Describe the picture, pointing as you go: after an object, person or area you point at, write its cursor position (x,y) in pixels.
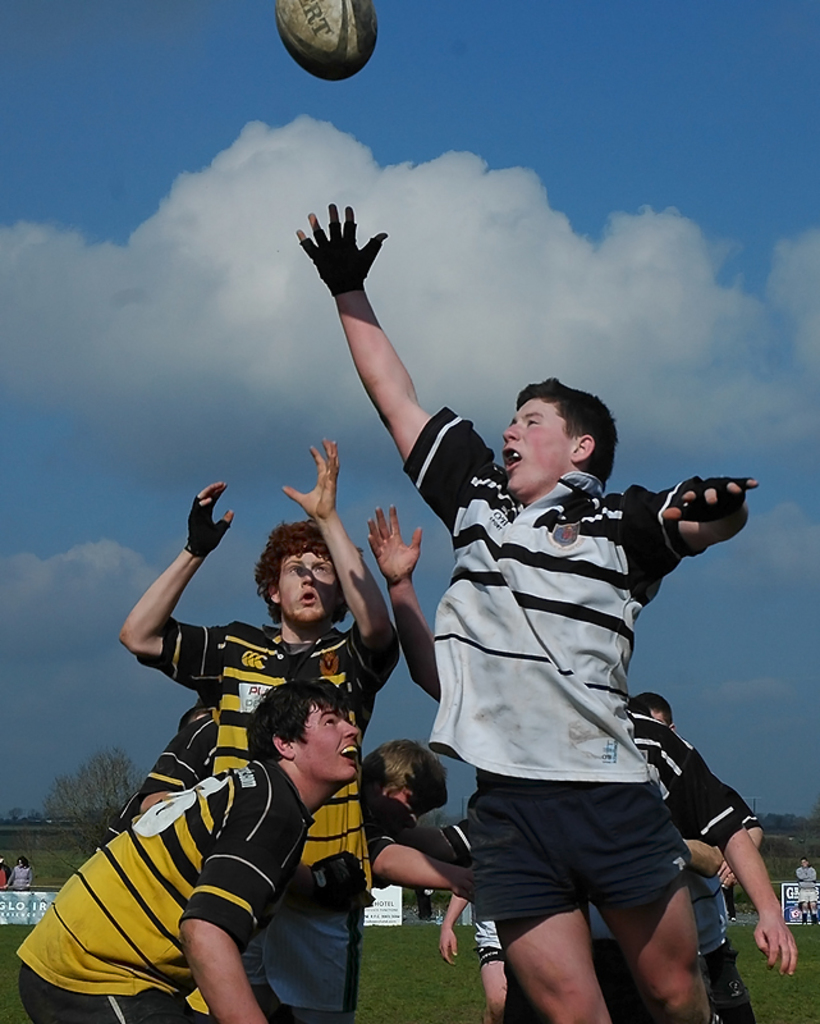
In this picture there are some players (378,616) playing the rugby game. In the front (485,633) we can see a boy (489,679) wearing a black and white t-shirts (548,682) playing the game. Behind we can see some dry trees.
